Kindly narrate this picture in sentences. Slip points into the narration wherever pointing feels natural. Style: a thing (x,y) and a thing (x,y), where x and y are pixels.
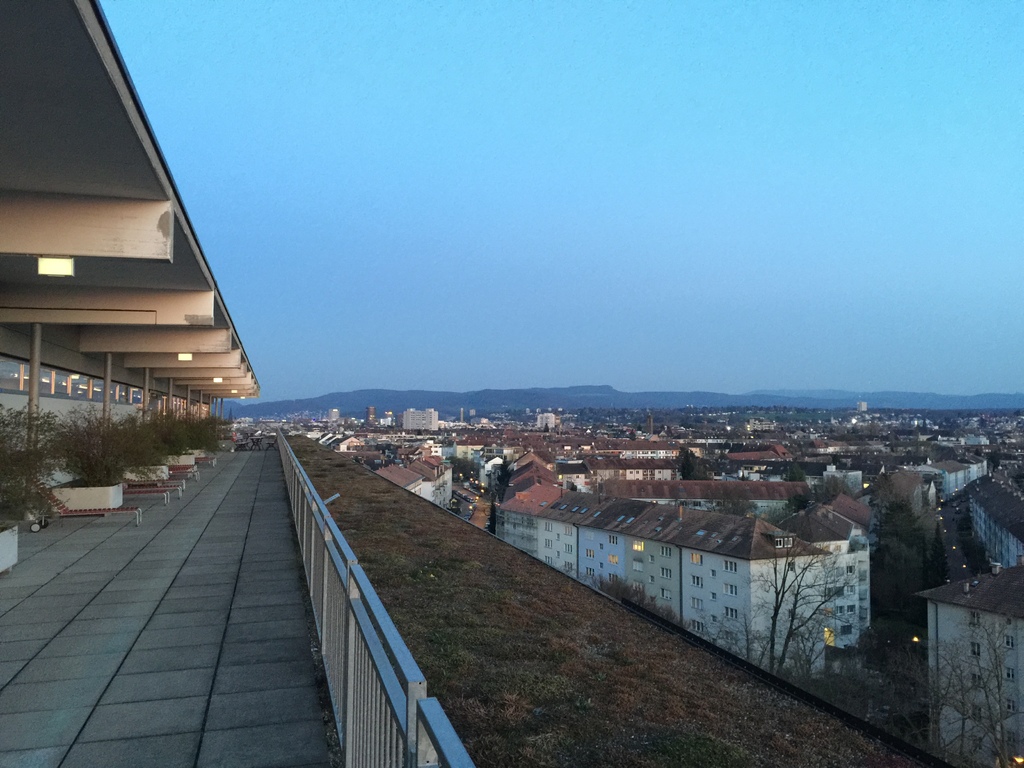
In the image there are plants (108,466) on the left side (165,437) in the balcony (215,471), this is the picture of a city (748,485), on the right side (775,502) there are many buildings (631,499) all over the place and in the back (396,404) there are hills (577,405) and above its sky (408,187).
